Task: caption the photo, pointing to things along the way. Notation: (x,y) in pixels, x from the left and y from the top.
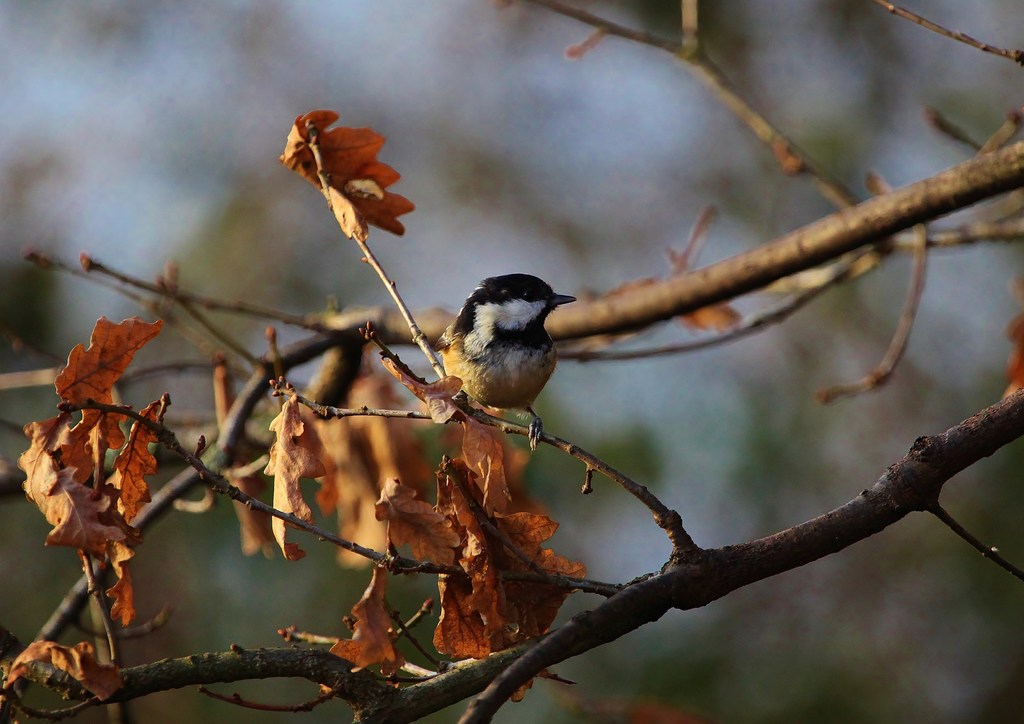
In this image we can see a bird (469,370), branches (521,428) and leaves (493,453). In the background of the image (14,485) there is a blur background (181,380).
